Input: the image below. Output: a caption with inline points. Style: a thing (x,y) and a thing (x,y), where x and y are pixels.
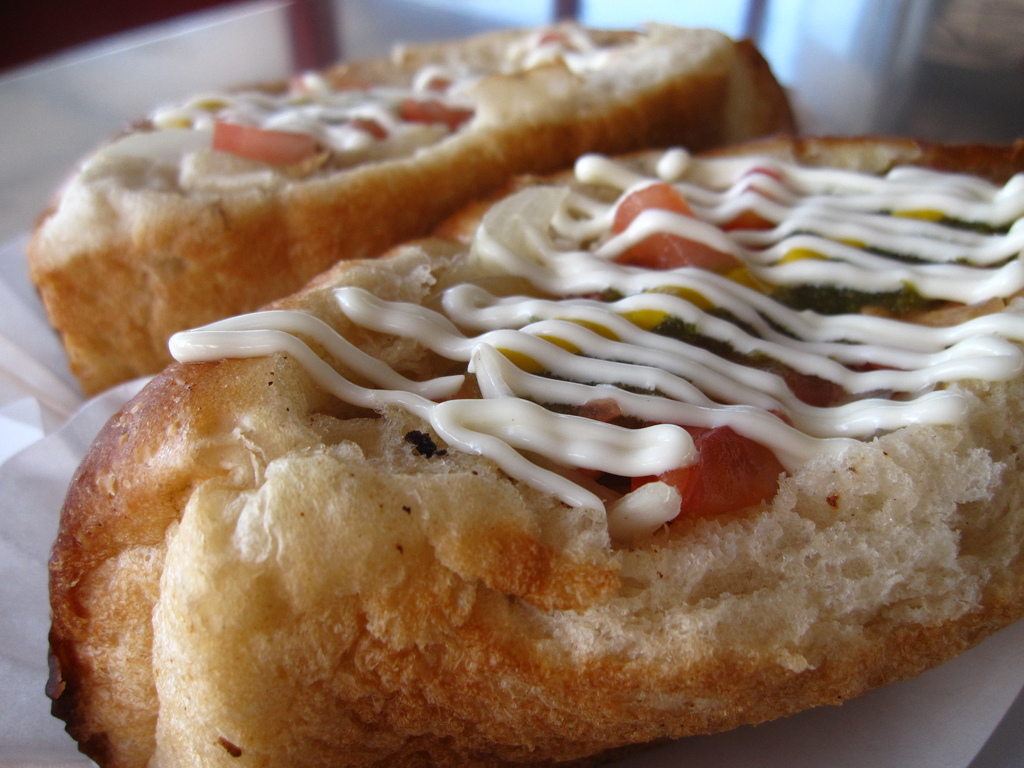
In this image I can see brown colour food (242,240) and on it I can see white colour thing (472,359). I can also see this image is little bit blurry from background (959,94).
